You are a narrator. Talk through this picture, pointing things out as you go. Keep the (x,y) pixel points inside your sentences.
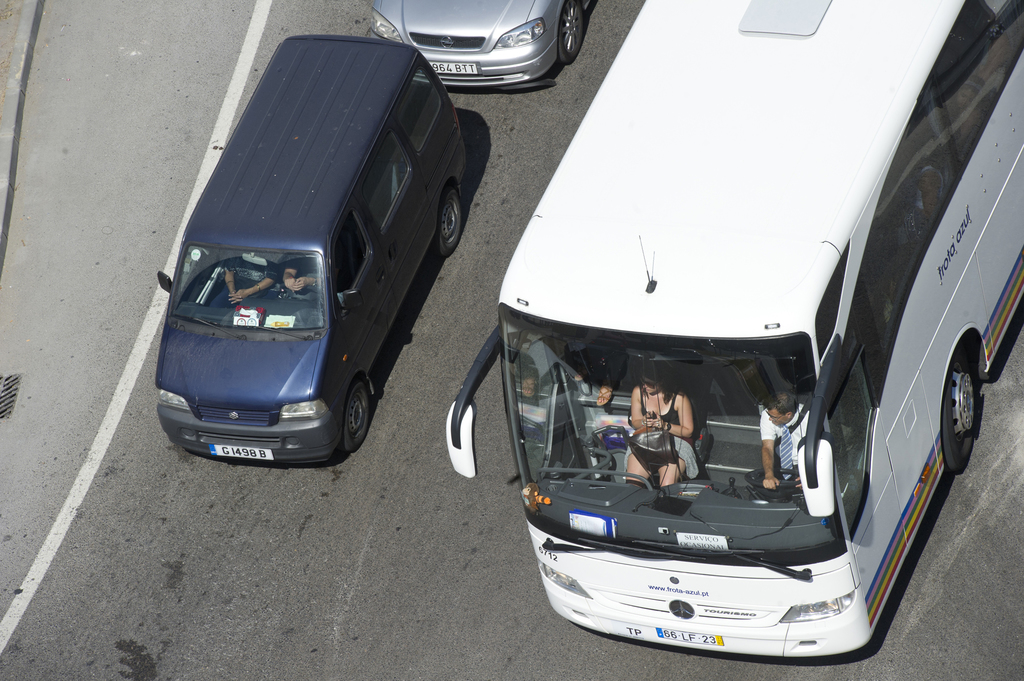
In this image we can see a bus (1019,44) on the road (436,552) and there are cars (236,217). There are people (641,440) sitting in bus (718,396).
